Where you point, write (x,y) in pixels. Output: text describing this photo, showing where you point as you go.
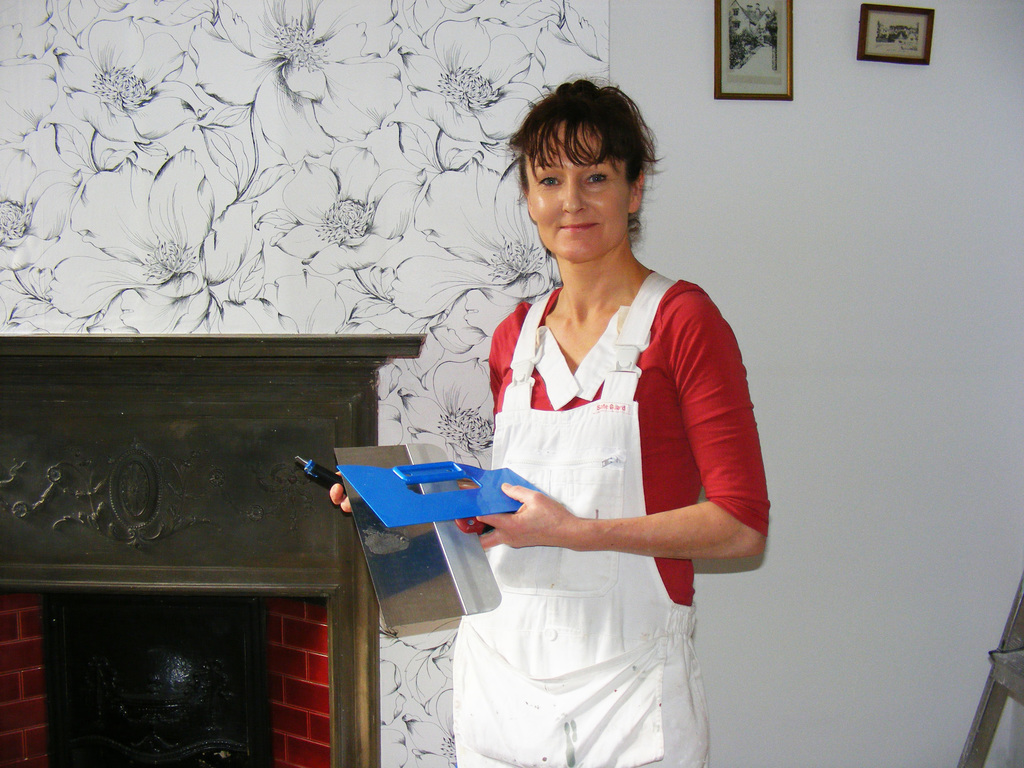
This picture is clicked inside the room (783,471). In the center (652,507) we can see a person (628,243) holding some objects (394,491), smiling and standing. In the background (178,88) we can see the picture frames (718,42) hanging on the wall (853,437) and we can see a fireplace (123,501) and a floral wallpaper (324,102). On the right corner (1009,655) we can see an object (1009,692).
